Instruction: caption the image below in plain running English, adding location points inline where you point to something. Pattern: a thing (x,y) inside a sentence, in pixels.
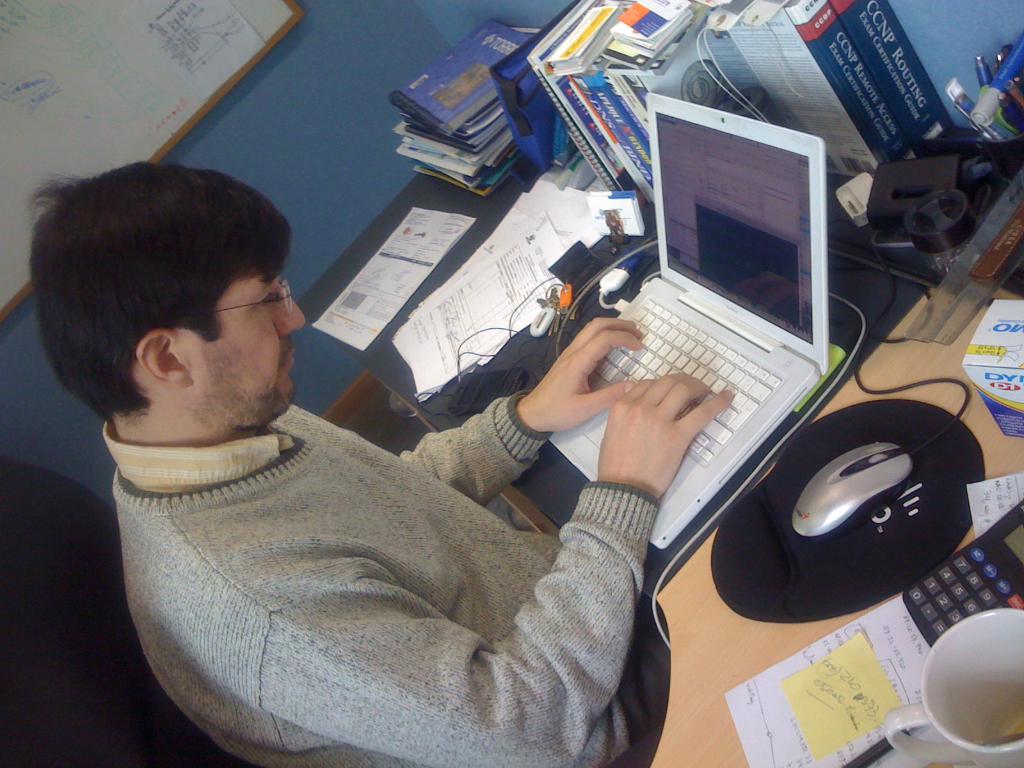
In this image I can see a man (402,472) using a laptop (672,256). I can see he is wearing a specs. On this table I can see few items (871,418).
